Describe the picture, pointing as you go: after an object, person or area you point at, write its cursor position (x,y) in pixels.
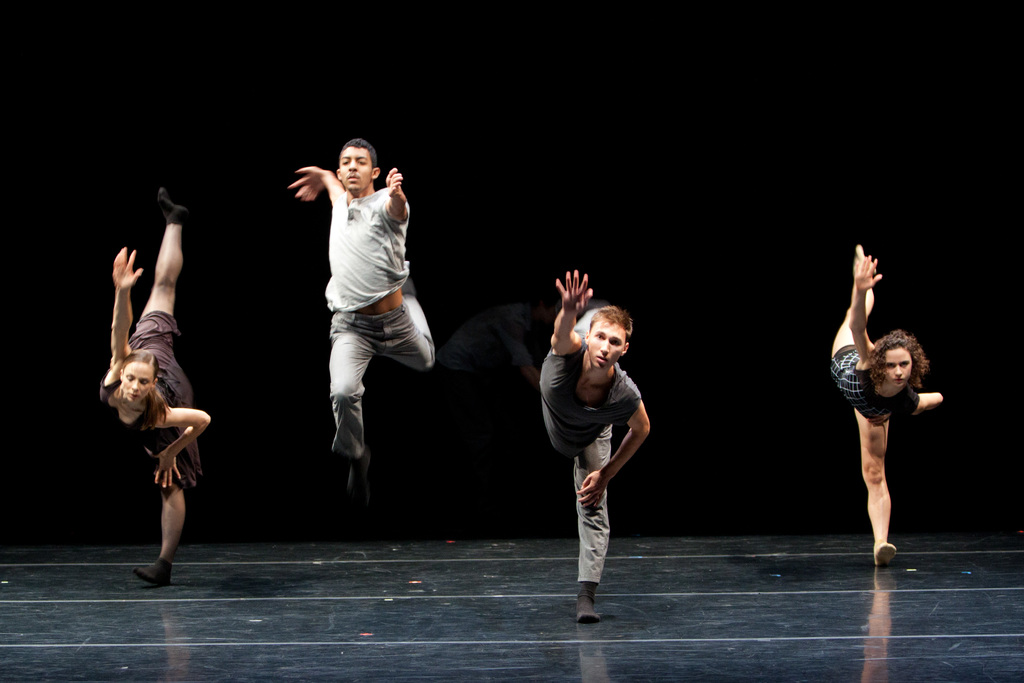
In this image we can see people (599,310) with different positions and we can also see the black background (916,20).
